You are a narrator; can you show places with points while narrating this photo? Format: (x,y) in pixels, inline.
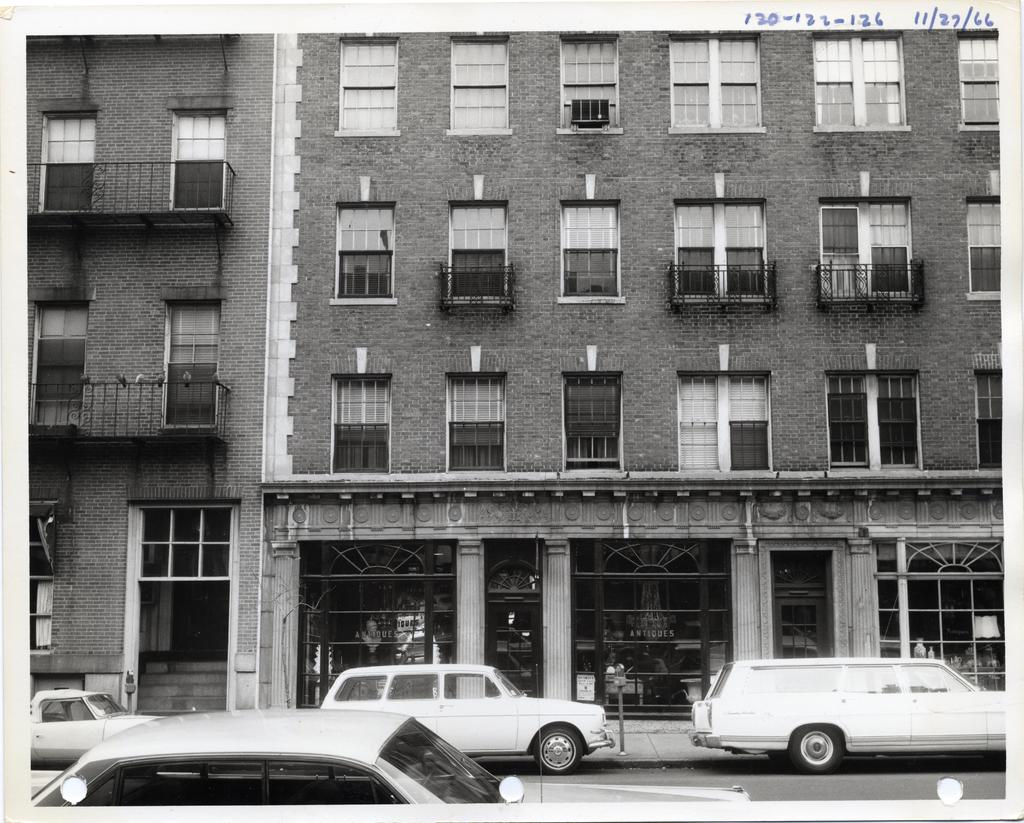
This is a black and white image. In this image we can see a building (253,574) with windows (587,450), a pole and a group of cars (564,720) on the road (891,764). On the top of the image (815,25) we can see some text (799,20).
